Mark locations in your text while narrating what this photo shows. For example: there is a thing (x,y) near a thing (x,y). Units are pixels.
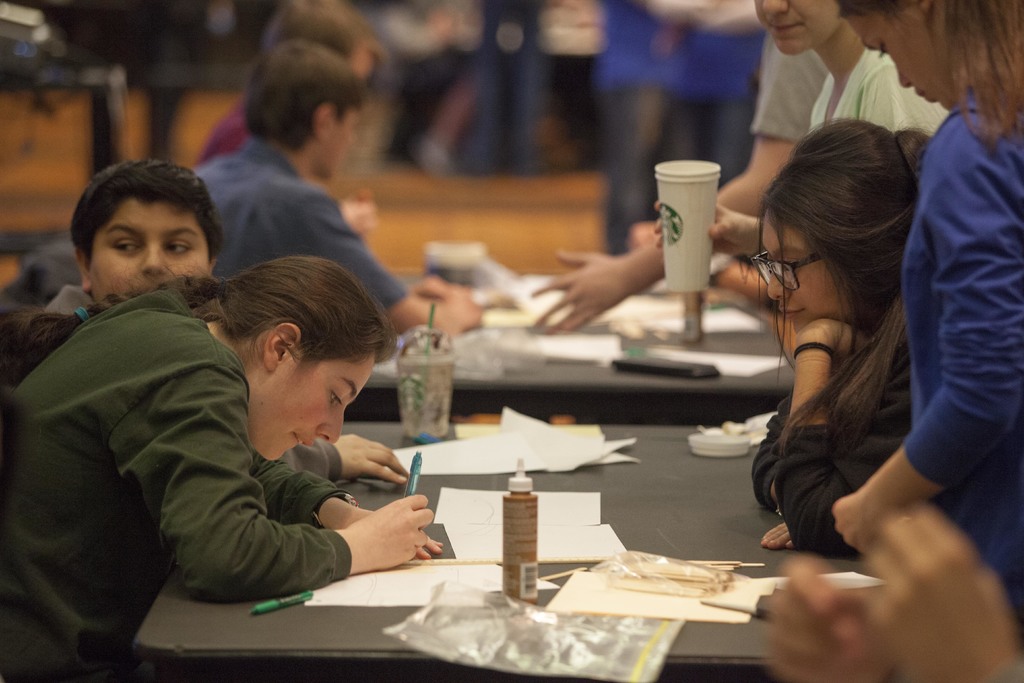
In this picture I can see people (263,407) among them some are sitting and some are standing. Here I can see a person (723,228) is holding a white color glass (698,230). On the table (583,566) I can see papers (583,502), pens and some other objects (523,480). The woman (407,522) on the left side (311,324) is holding a pen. On the right side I can see a woman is wearing spectacles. The background of the image (448,104) is blur.
